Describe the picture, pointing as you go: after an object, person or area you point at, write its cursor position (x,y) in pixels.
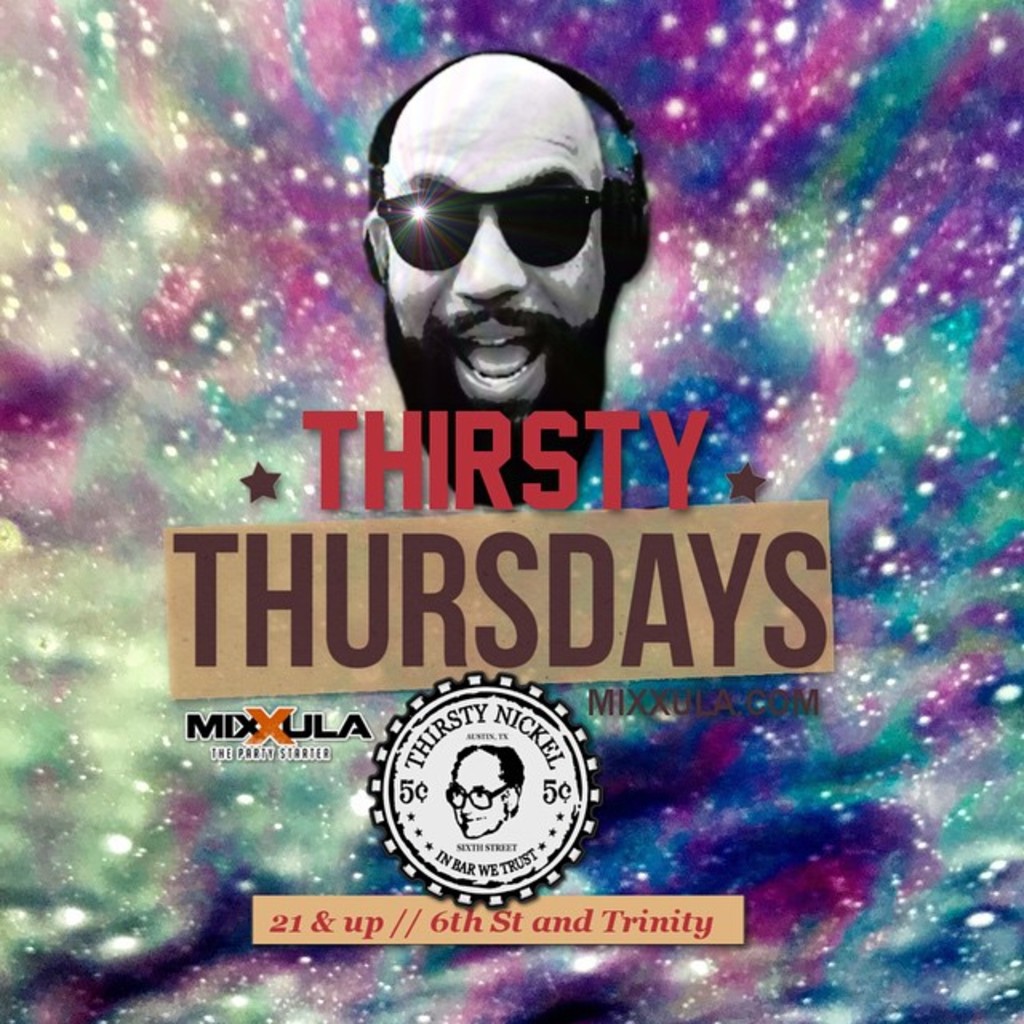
In this image I can see a poster (535,702) on which I can see a human face (502,285) wearing goggles (498,219). On the poster (491,167) I can see a stamp (453,690) in which I can see a human face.
